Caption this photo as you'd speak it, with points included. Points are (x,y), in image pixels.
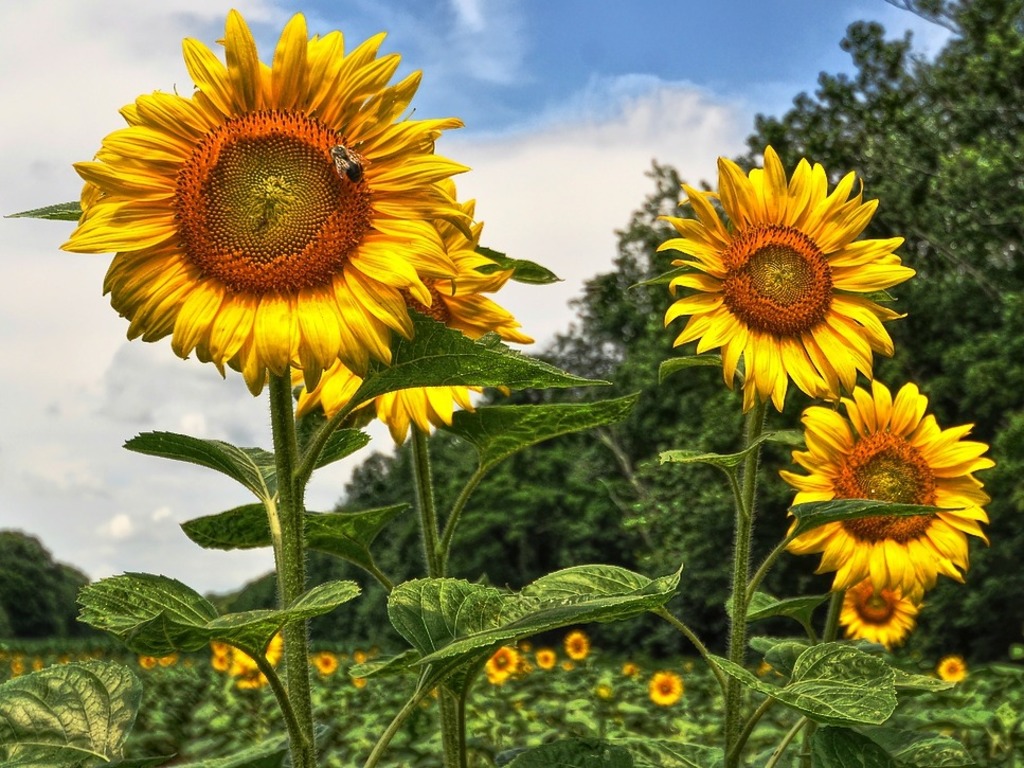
There are few sunflowers (299,285) and there are trees (680,425) in the background (624,464).
